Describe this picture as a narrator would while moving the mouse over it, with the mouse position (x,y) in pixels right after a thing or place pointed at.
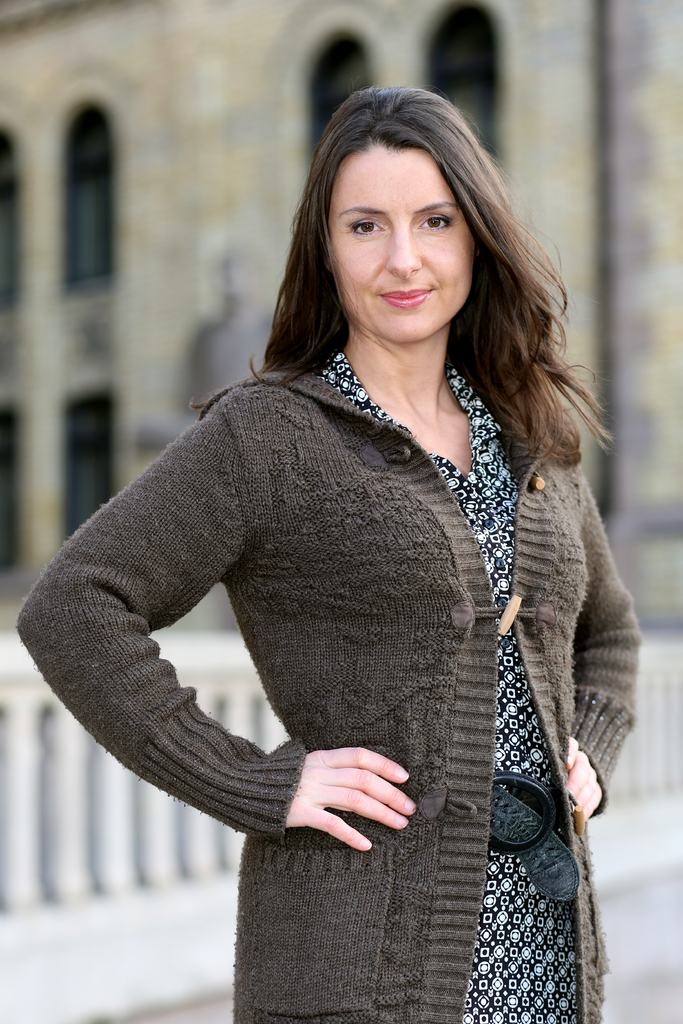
In this image we can see a woman (507,631) standing. On the backside (647,829) we can see a building (577,82) with windows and a fence (682,829).
